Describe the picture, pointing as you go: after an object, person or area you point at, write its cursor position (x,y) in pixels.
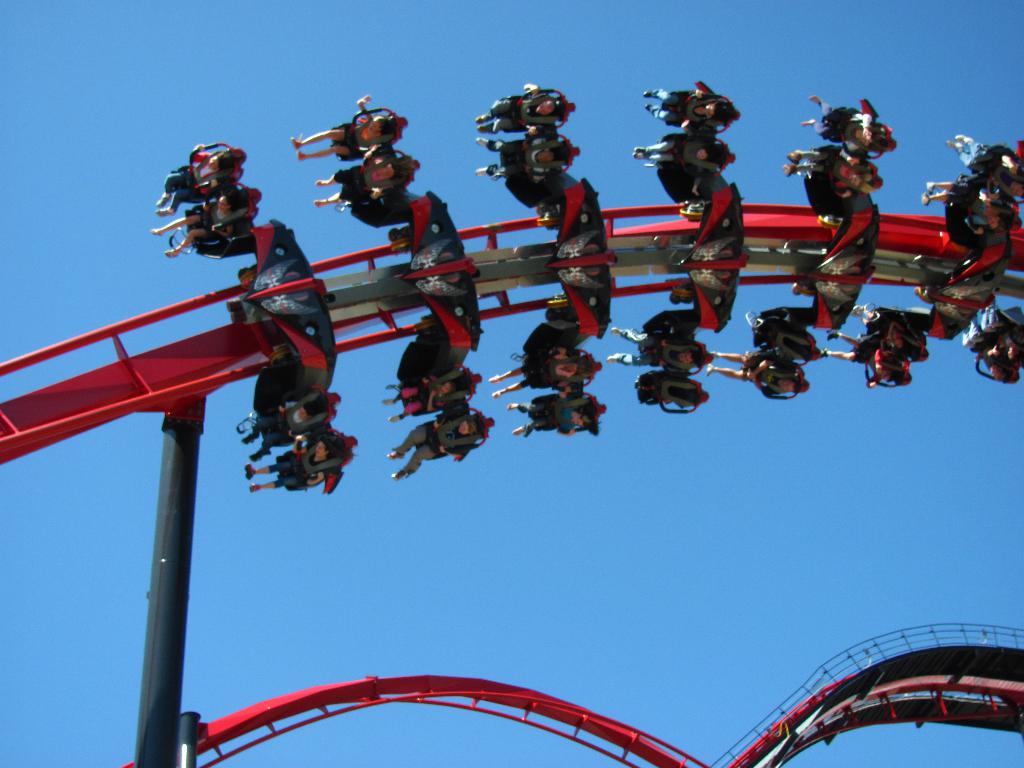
In this image we can see a group of people (430,396) sitting in the roller coaster (468,311). We can also see some poles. On the backside (819,517) we can see the sky (485,503) which looks clear.
